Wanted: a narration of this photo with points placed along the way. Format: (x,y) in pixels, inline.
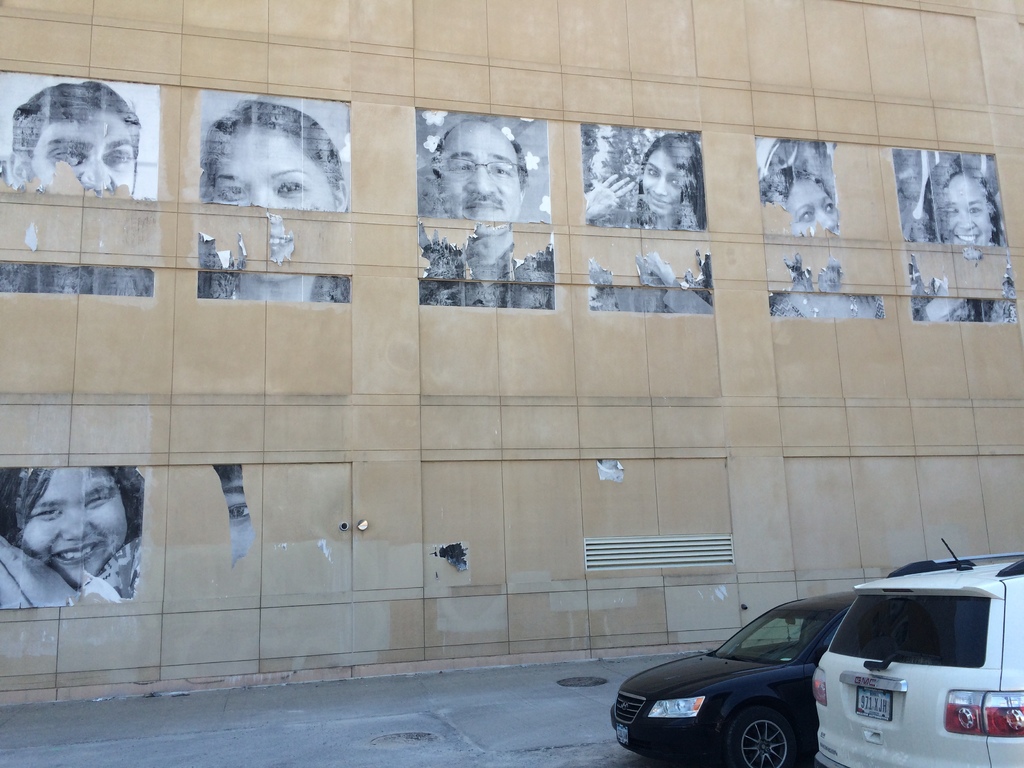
This is the picture of a building (487,470). In this image there are cars (655,698) on the road (460,687) and there are manholes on the road (469,732). At the back (938,317) there are posters (280,196) of some people (76,167) on the wall (495,583). At the bottom (506,695) there is a road (485,734).
